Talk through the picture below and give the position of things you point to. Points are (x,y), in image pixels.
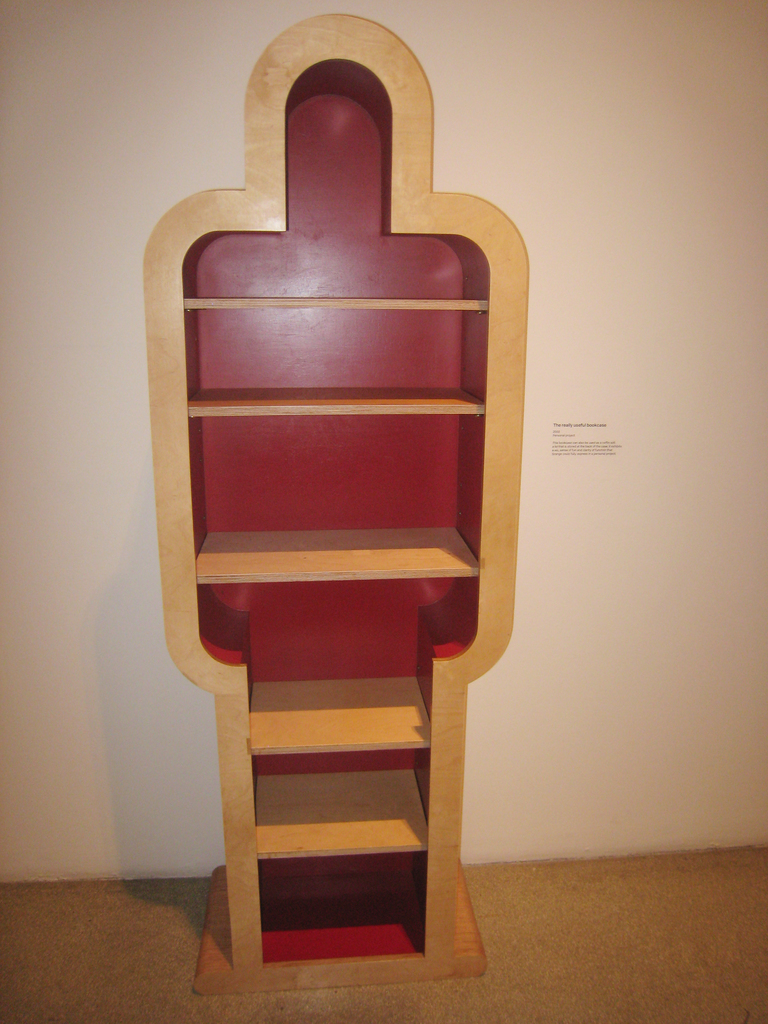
In this image there is a white color background (541,649). There is a carpet floor (521,928). There is an empty wooden organizer (364,549).
